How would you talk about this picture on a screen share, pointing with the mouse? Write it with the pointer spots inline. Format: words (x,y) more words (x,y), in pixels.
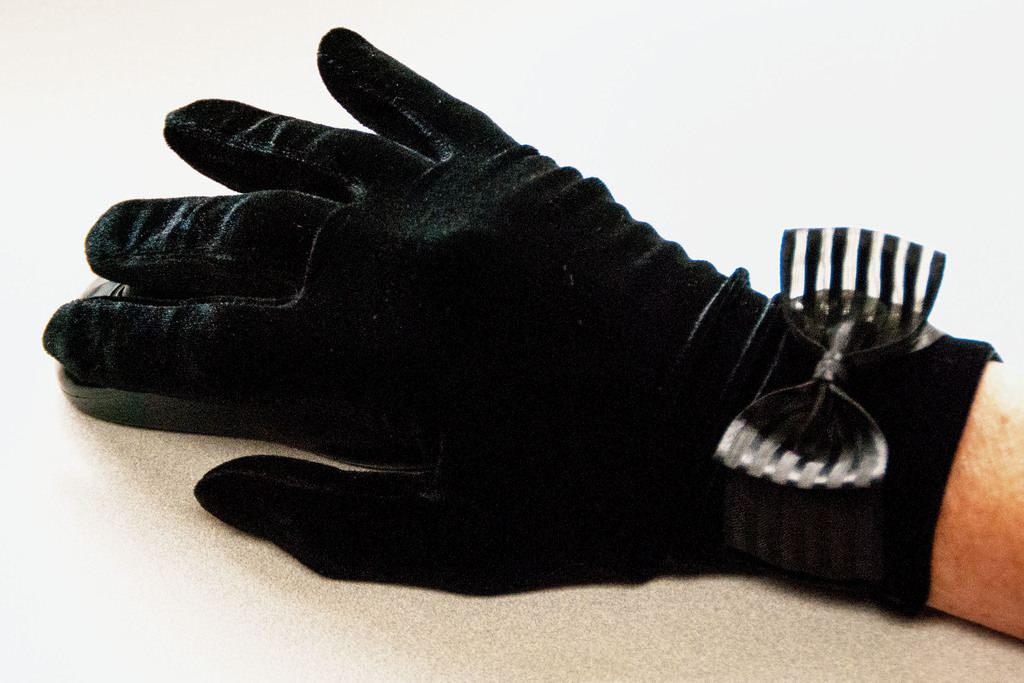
In this image we can see the hand (585,325) of a person (968,450) wearing gloves (561,319) placed on the mouse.
